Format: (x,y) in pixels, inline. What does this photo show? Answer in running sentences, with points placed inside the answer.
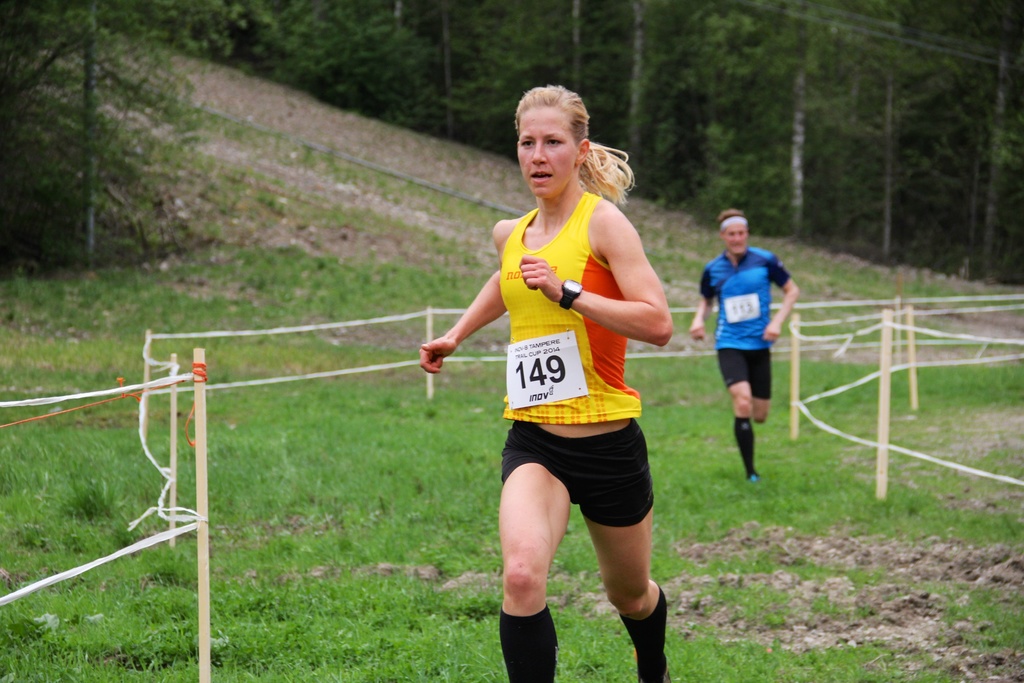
In the center of the picture (564,324) there is a woman (527,366) running. In the foreground (404,561) there are plants (296,533), grass (481,542), mud (862,564) and railing (117,397). Behind the woman (618,586) there is a person (738,337) running. In the background (20,131) there are trees (307,91).
